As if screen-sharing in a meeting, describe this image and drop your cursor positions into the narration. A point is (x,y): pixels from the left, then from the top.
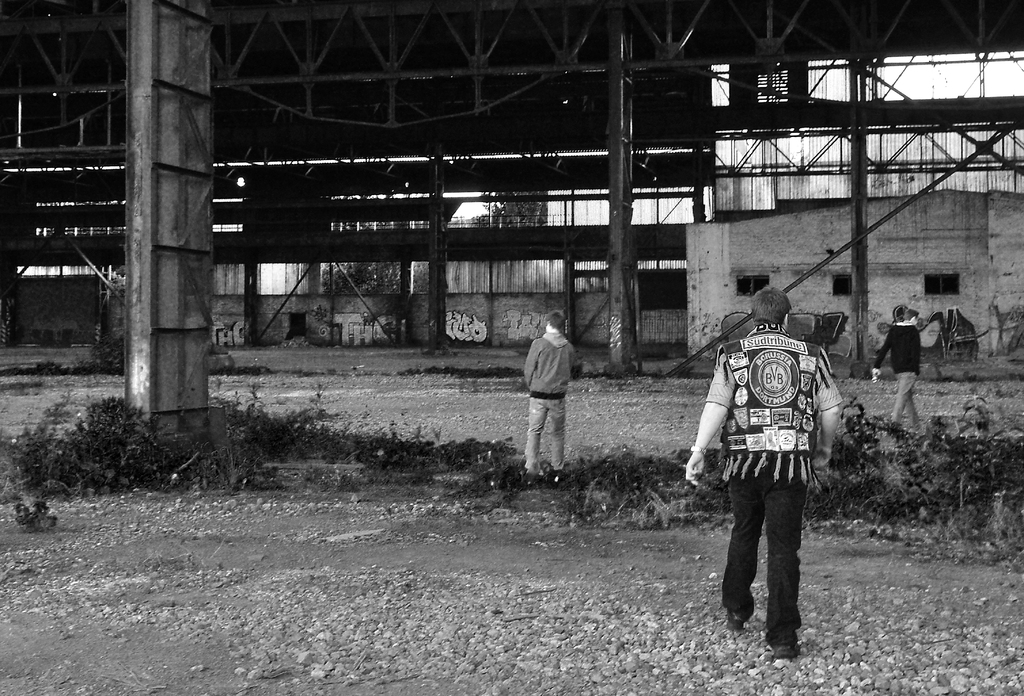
This is a black and white image where we can see people (839,410) on the land (658,537). In the background (374,328), we can see the wall (985,225) and pillars (205,287). At the top of the image (636,57), we can see the roof (903,44). We can see some plants (226,473) on the land (87,528).
